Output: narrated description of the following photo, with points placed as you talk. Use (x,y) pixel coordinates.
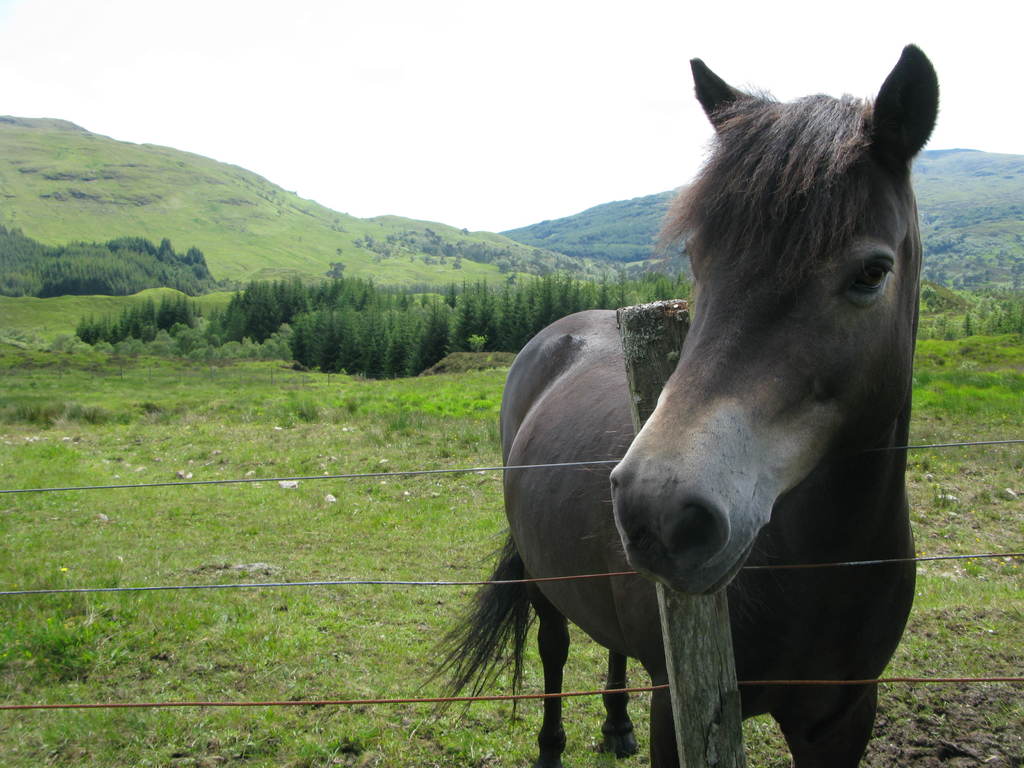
In this image I can see a horse (798,231) standing in front of a fencing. I can see trees (394,348), open garden (198,305) and mountains (224,238) behind the horse (873,358). At the top of the image (374,100) I can see the sky (380,95).
